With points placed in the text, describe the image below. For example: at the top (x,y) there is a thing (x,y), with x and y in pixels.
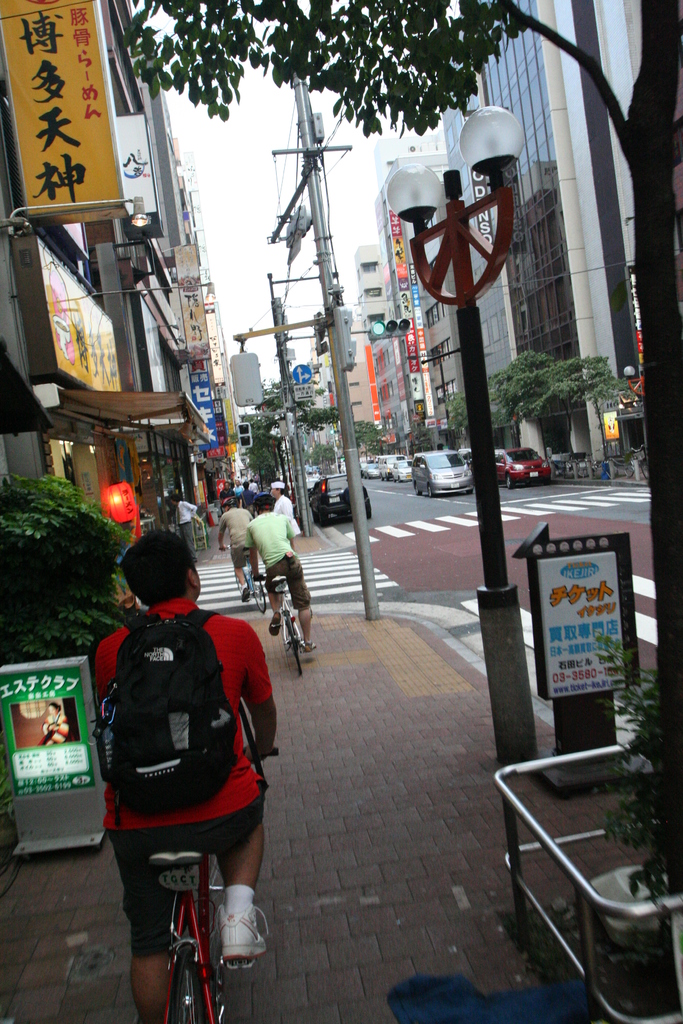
In this image a person (233,934) is sitting on the bicycle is wearing a red shirt (198,809) and carrying a bag (217,726) is wearing shoes (239,924) and socks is riding on pavement (324,541) beside road (546,497). Before there are two persons (247,552) riding on bicycle (264,586). At the right side (497,732) there is a pole (505,665) on the pavement (377,809). There are few cars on the road (387,576). There are trees (543,397) on both sides of the roads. At the right side (496,22) there is a building (500,360). Middle of image (271,350) there is a sky (231,351). At the left side (156,165) there is a plant (77,577) behind to it there is a building (93,473).
